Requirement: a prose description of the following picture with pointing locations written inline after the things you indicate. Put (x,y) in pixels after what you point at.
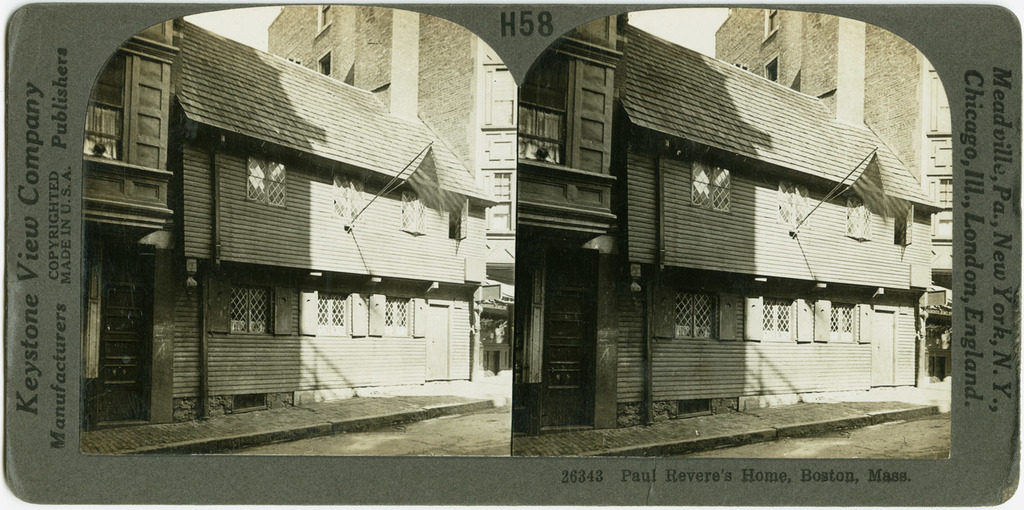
This is a collage photo and here we can see buildings (516,339) and we can see some text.
